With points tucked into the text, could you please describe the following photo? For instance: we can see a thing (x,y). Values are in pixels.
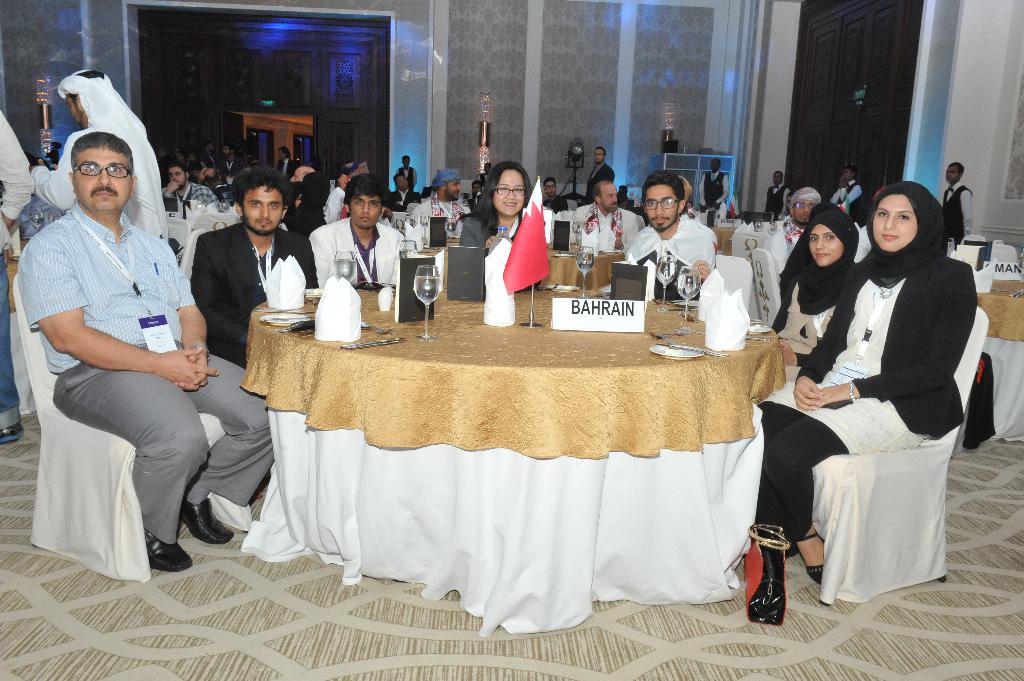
There is a group of people (241,371). Some people (253,224) are sitting in a chair (201,218) and some people (126,114) are standing. There is a table (576,364). There is a glass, tissue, plate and name board (577,304) on a table (555,344). We can see in the background (551,101) walls (134,87) and pillars (415,88).
